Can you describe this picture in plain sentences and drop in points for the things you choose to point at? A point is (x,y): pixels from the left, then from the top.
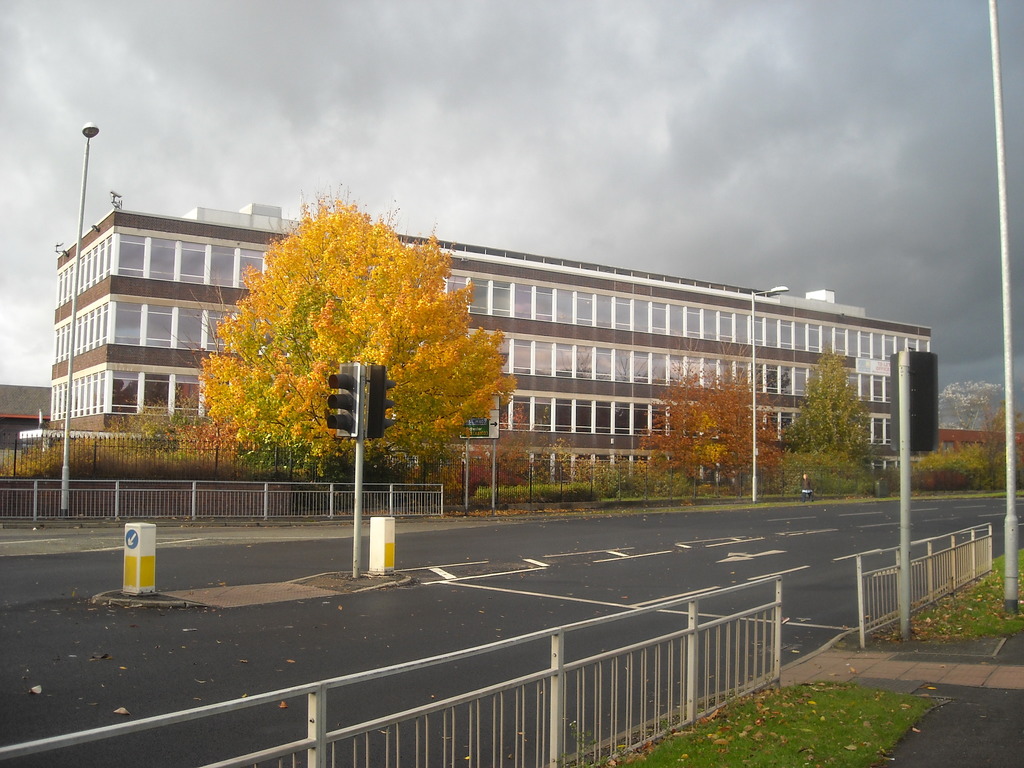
In the foreground (618,743) there are dry leaves (651,743), pole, board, railing (897,543), road (3,594), signal light (336,380) and other objects (157,598). In the center of the picture (415,424) there are trees (221,436), railing (182,458), streetlight (752,479), plants (789,494), and building (173,341). At the top (363,131) it is sky (767,141), sky (466,109) is cloudy.
